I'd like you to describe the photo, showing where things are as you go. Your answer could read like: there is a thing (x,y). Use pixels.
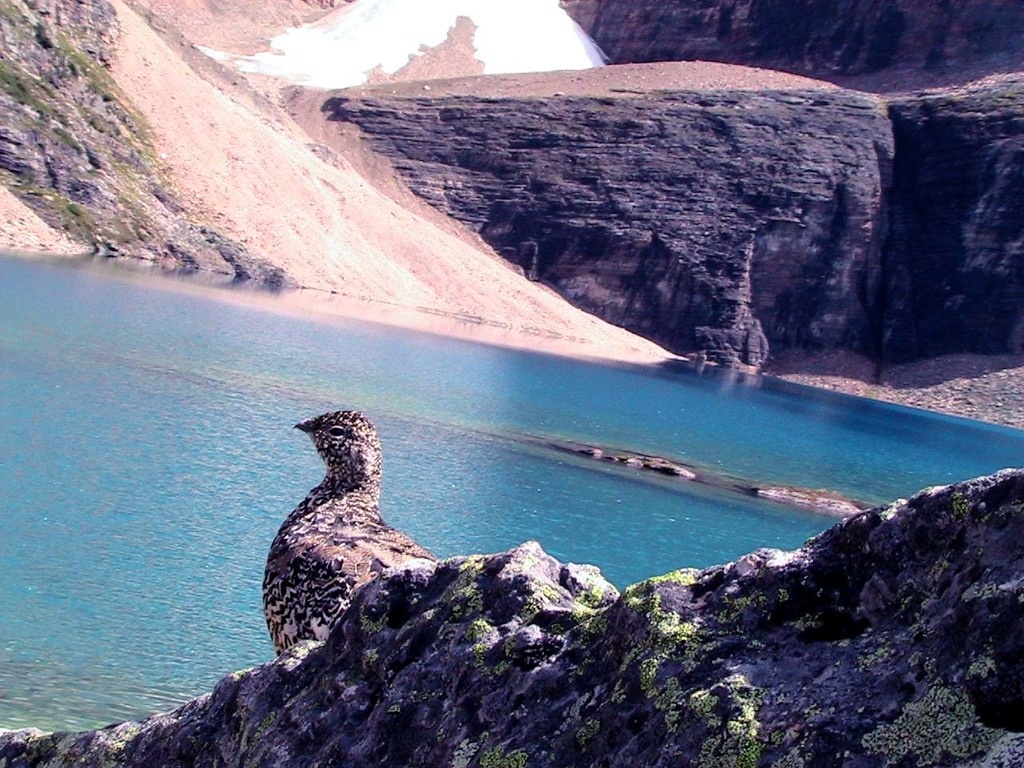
In this image there are hills (495,314) around a water body (248,485). Here is a bird (343,572).
